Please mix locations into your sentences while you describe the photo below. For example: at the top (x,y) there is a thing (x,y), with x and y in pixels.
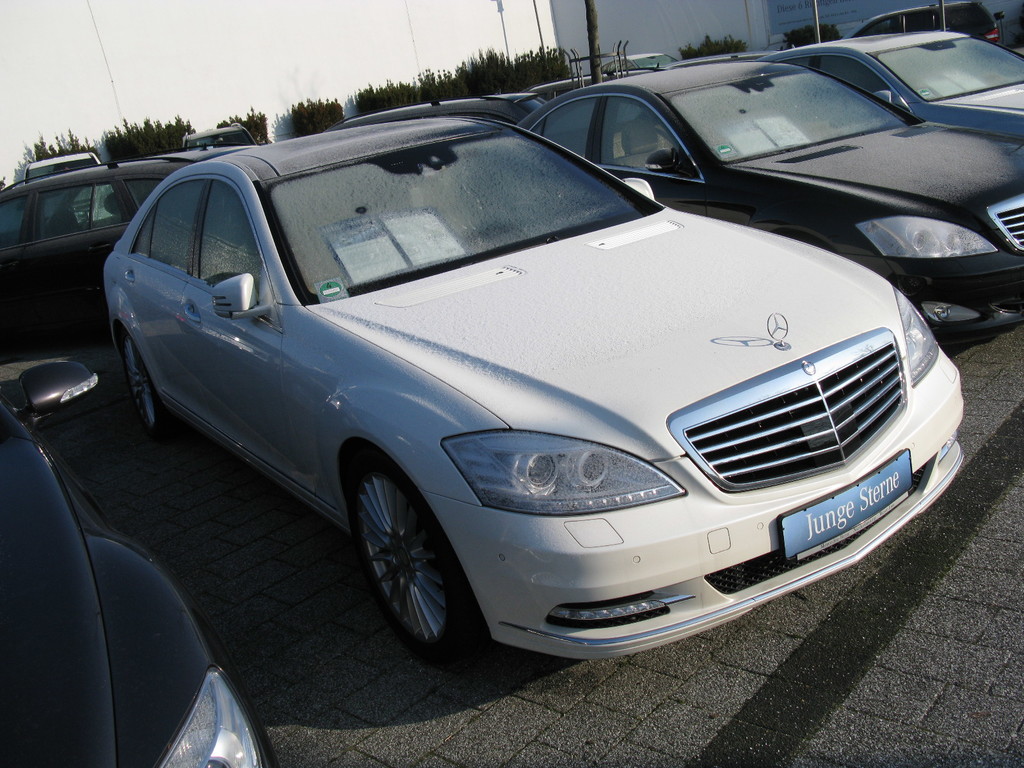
This image is taken outdoors. In the background (452,45) there are two walls (633,31) and there are a few plants (153,142) on the ground (260,662). At the bottom of the image (534,681) there is a floor (838,653). In the middle of the image (582,424) a few cars (518,485) are parked on the floor (288,579).
